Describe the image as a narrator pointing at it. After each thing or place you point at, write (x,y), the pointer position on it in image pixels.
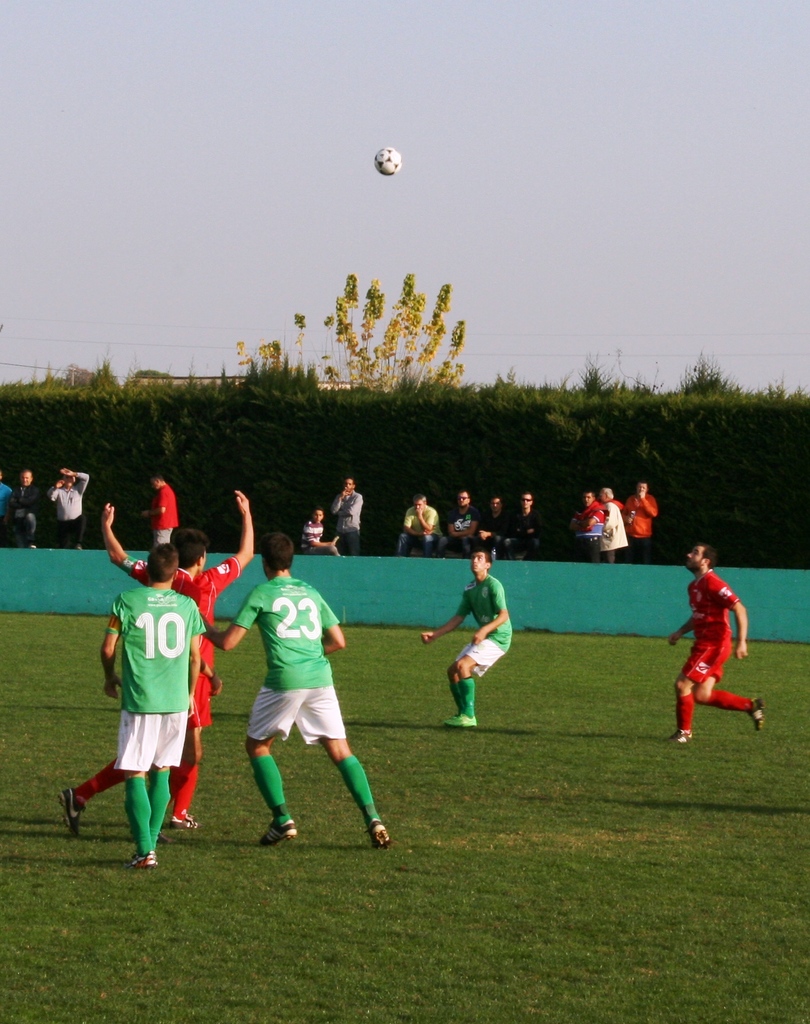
In this image there is a green grass (415,770) at the bottom (37,867). There are people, ball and wall (45,549) in the foreground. There are people (5,510), small plants (799,393) and grass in the background (674,496). There is a sky (629,14) at the top (219,32).
